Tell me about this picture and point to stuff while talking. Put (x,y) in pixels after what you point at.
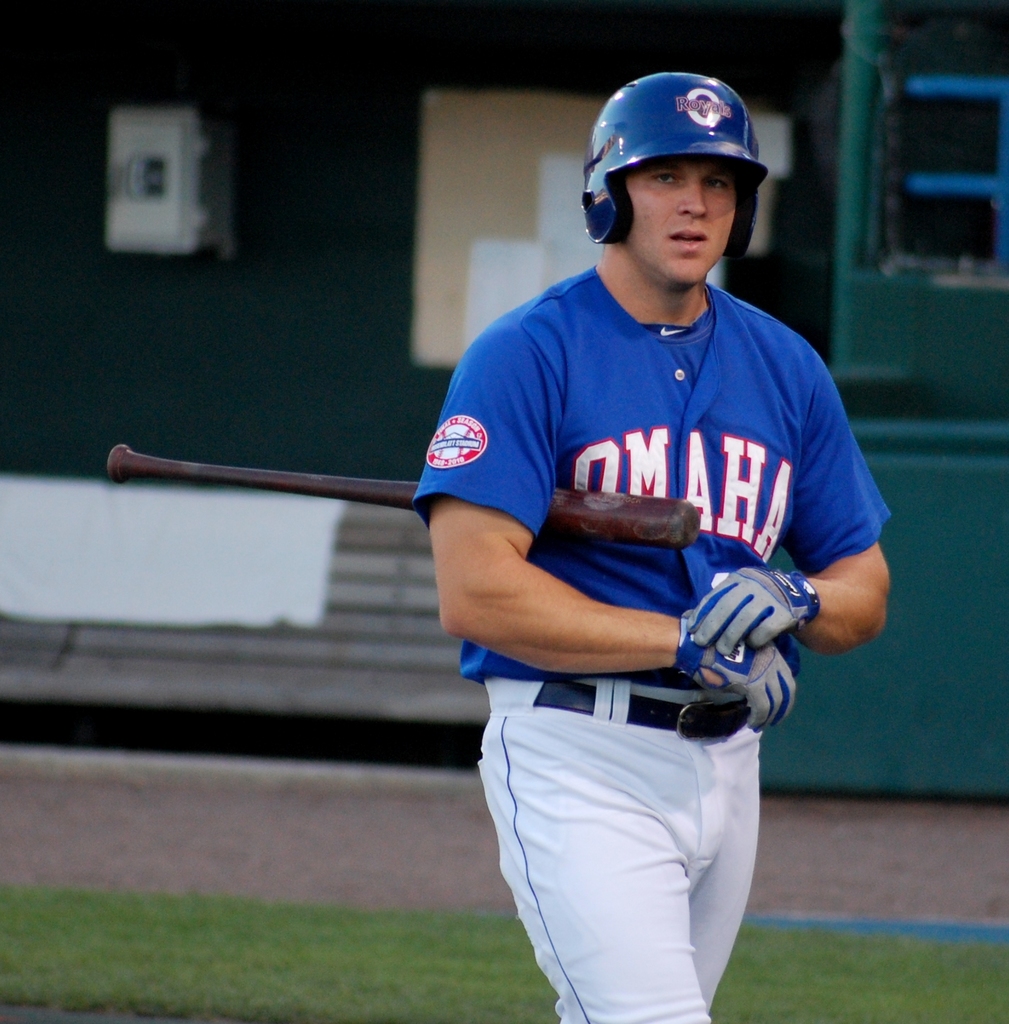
In this image I can see a baseball player (606,602) is walking, this person (736,551) wore a blue color t-shirt (665,448), white color trouser (736,858) and a blue color helmet (712,125). Behind him there is the wall (299,281) in green color.
